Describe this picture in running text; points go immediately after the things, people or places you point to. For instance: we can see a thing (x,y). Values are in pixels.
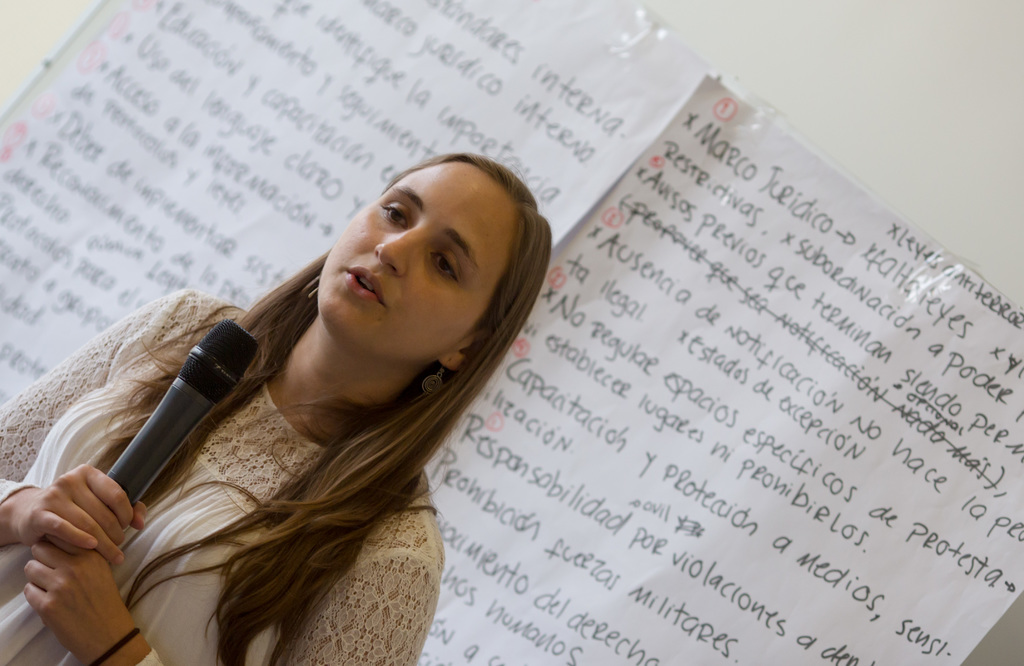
In this image we can see a woman (332,528) holding a mike (151,473). On the backside (546,547) we can see some papers (700,334) pasted on the wall (861,147).
